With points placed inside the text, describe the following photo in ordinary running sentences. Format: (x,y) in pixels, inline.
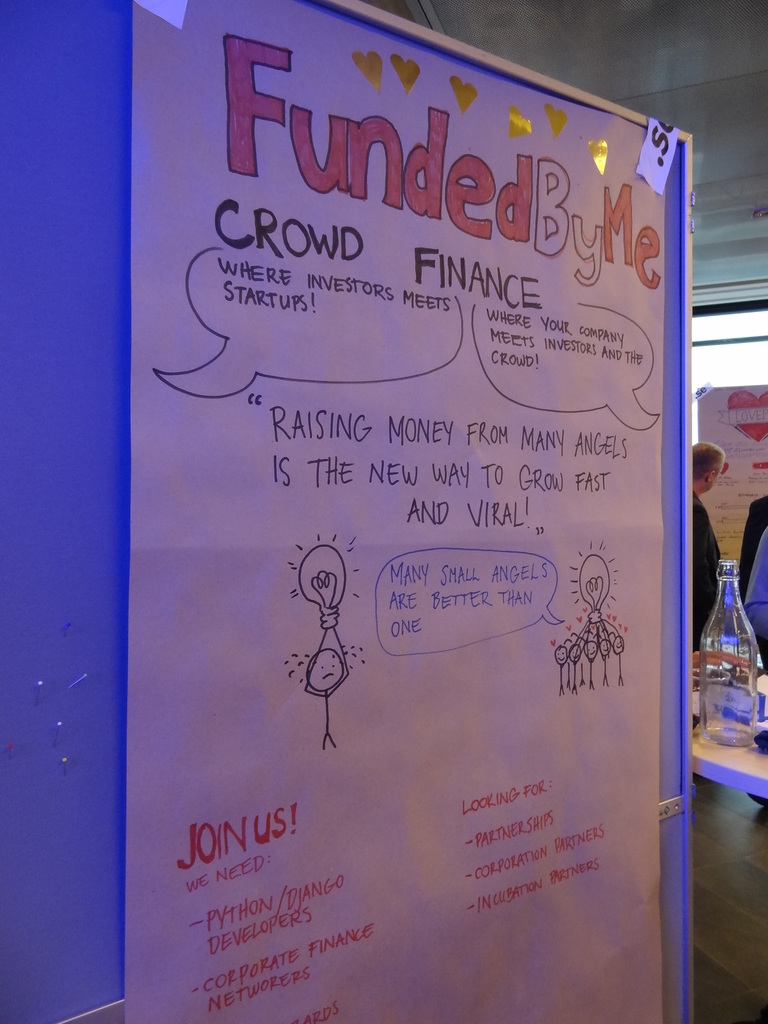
In the picture we can see a blue color board (51,781) on it, we can see a poster (148,841) and behind it, we can see some person (762,598) standing near the table (718,763) with some items (714,642) placed on it.
